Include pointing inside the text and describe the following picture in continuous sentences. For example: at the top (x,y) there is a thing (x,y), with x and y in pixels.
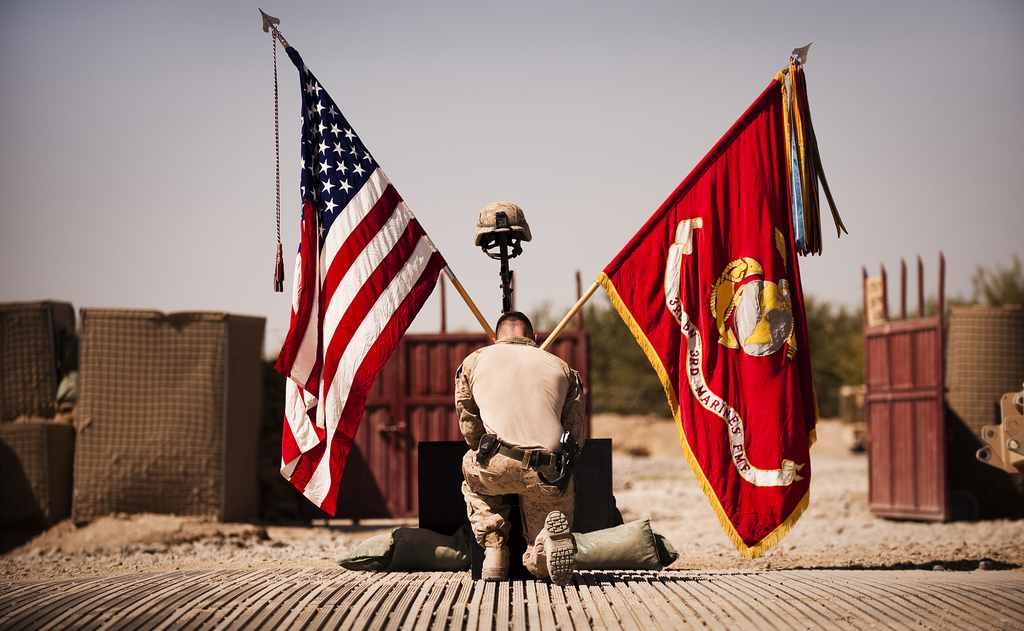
In the foreground of this image (518,470), there is a man (547,529) kneeling down on one knee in front of a gun (505,275), helmet (509,244) and two flags (624,276). In the background (919,372), there is a gate (413,384), few rectangular cloth objects (214,425), trees (622,378) and the sky (562,93).
